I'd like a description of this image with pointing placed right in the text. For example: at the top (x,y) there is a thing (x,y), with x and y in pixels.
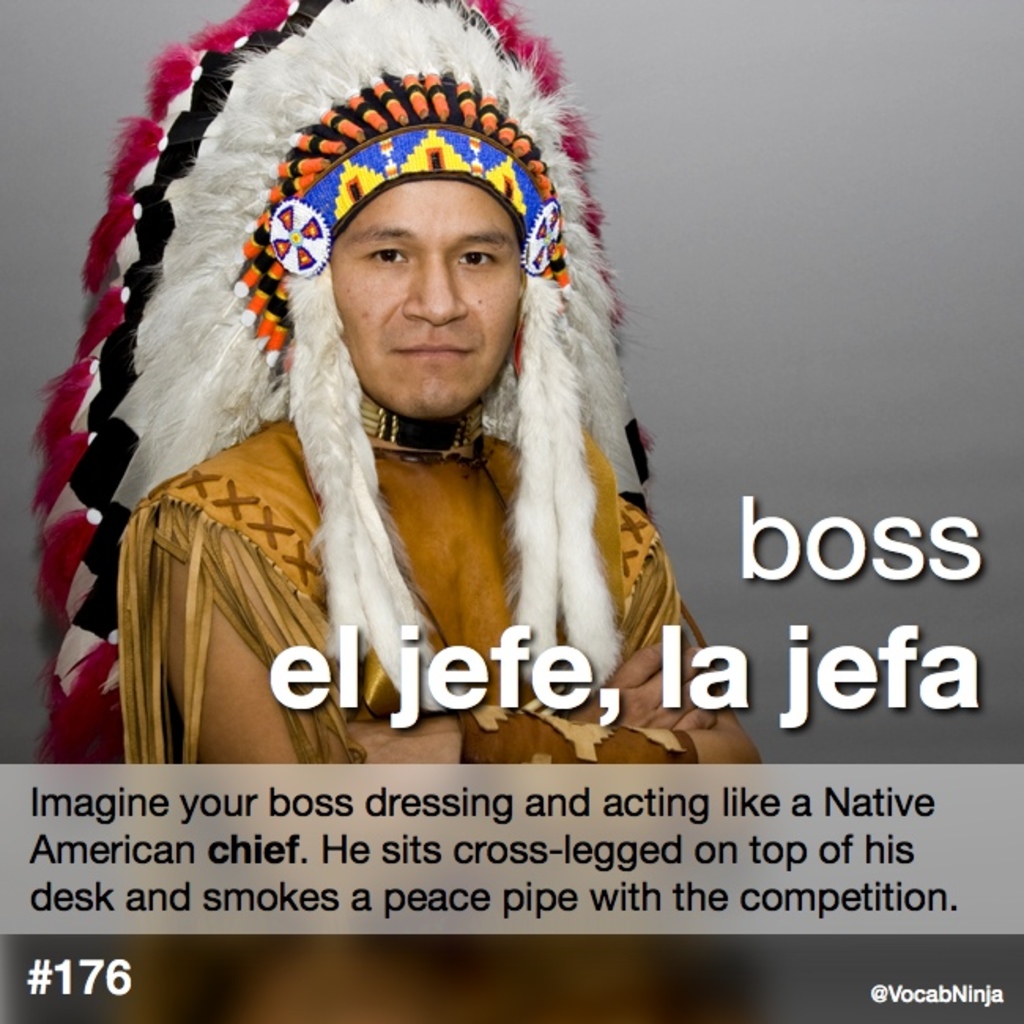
In this image there is a poster (509,674) having a picture of a person (336,544). He is wearing a cap (332,235). Front side of the image there is some text (610,698). Background (908,749) there is a wall (939,723).
